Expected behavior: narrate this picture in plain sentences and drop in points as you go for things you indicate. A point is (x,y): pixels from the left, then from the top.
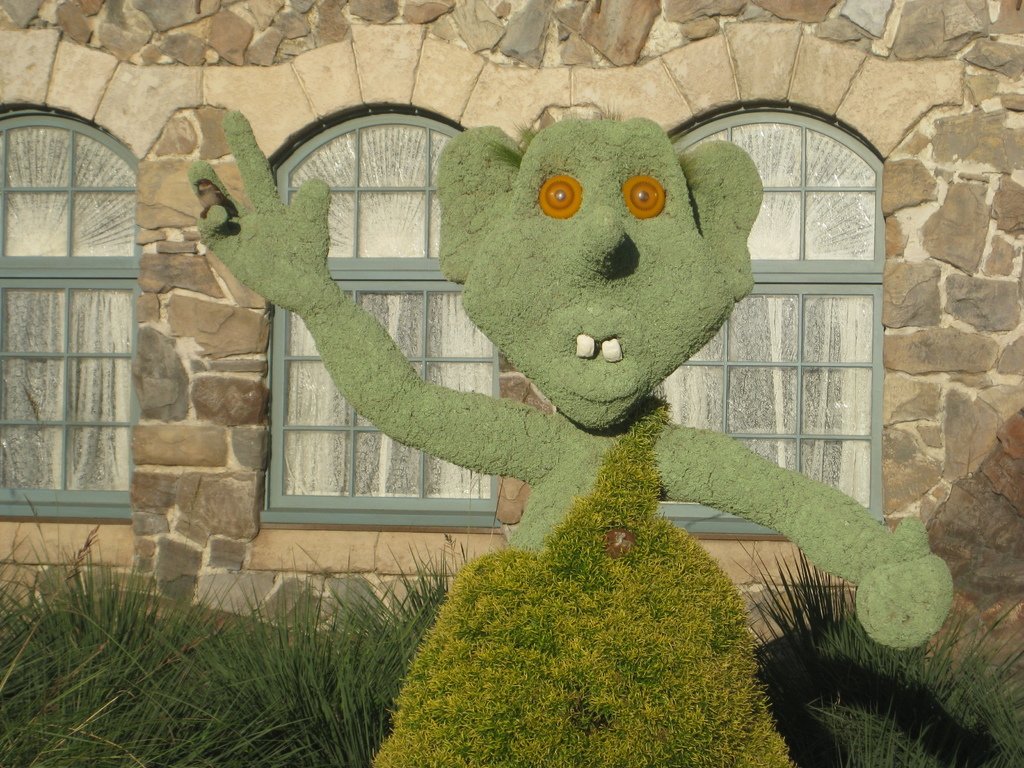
There is a toy (548,294). On that a plant (570,649) is growing. On the hands (268,222) of the toy (256,265) there is a bird (216,198). In the back (205,617) there are plants (128,681). Also there is a building (262,142) with brick wall (191,266) and windows (742,355).
